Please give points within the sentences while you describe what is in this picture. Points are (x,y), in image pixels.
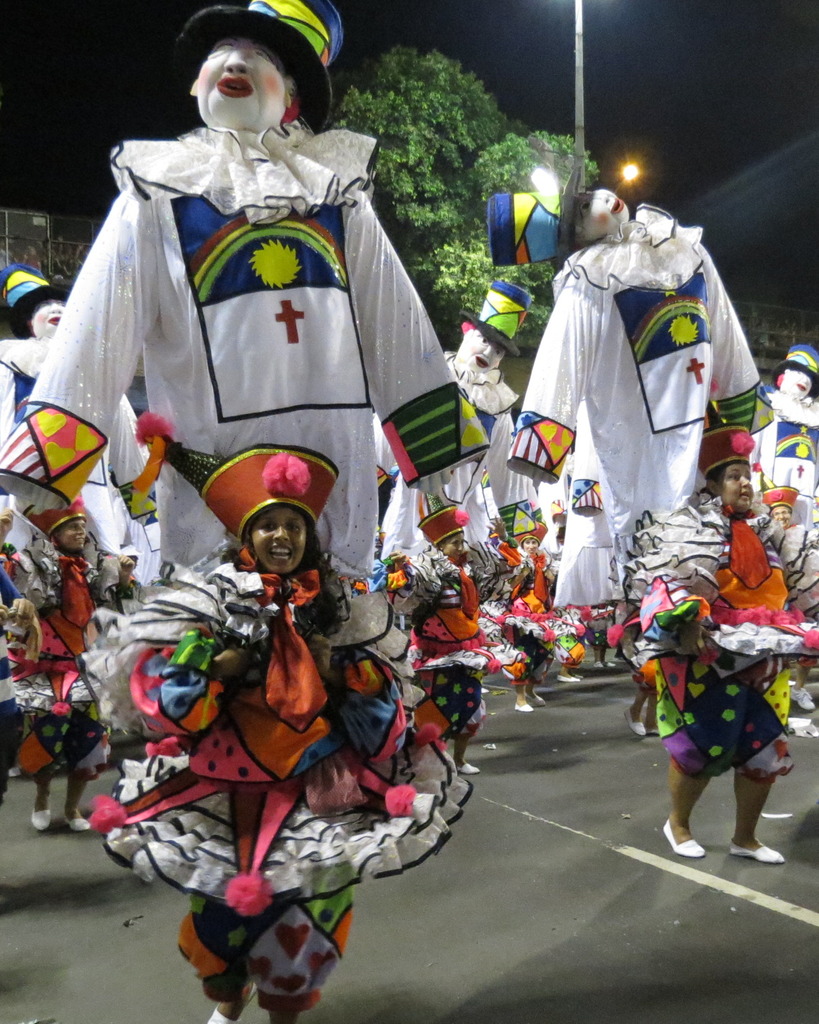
This is the picture of a road (620,799). In this image there are group of people (772,679) standing with costumes (434,526). At the back (440,194) there is a tree (427,200) and pole (580,123). At the top (114,119) there is sky (80,91). At the bottom (508,868) there is a road (501,876).
